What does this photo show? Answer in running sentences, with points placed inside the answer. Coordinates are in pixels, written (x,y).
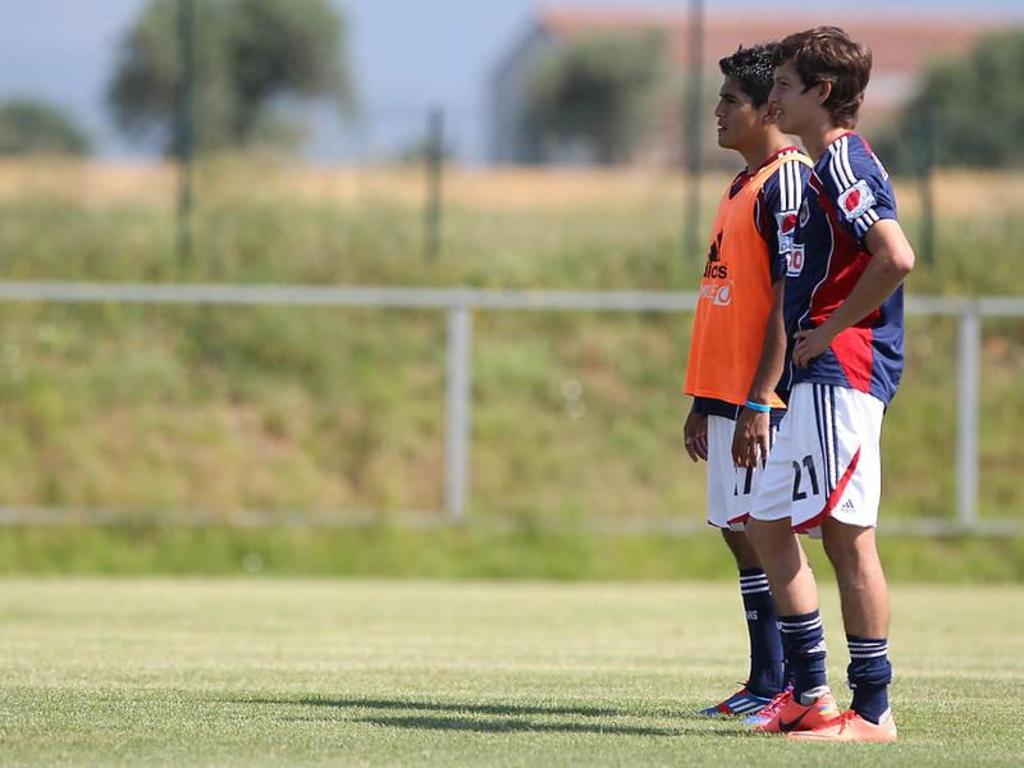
In this image we can see two persons (785,503) standing on the ground (536,709). The background (412,344) is blurred with the barrier (472,305), grass (566,276), poles (696,26), trees (625,71), house (577,28) and also the sky (376,44).
